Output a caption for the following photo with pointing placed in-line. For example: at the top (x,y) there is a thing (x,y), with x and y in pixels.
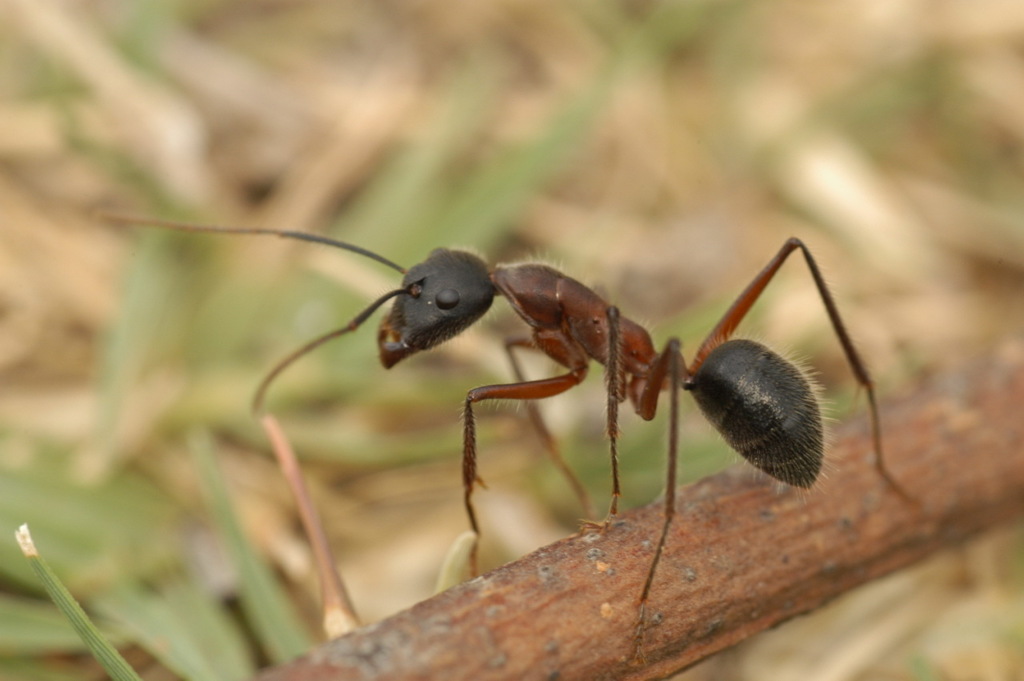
In this image we can see an ant (438,319) on a stick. In the background (300,505) the image is blur but we can see objects (587,90).
